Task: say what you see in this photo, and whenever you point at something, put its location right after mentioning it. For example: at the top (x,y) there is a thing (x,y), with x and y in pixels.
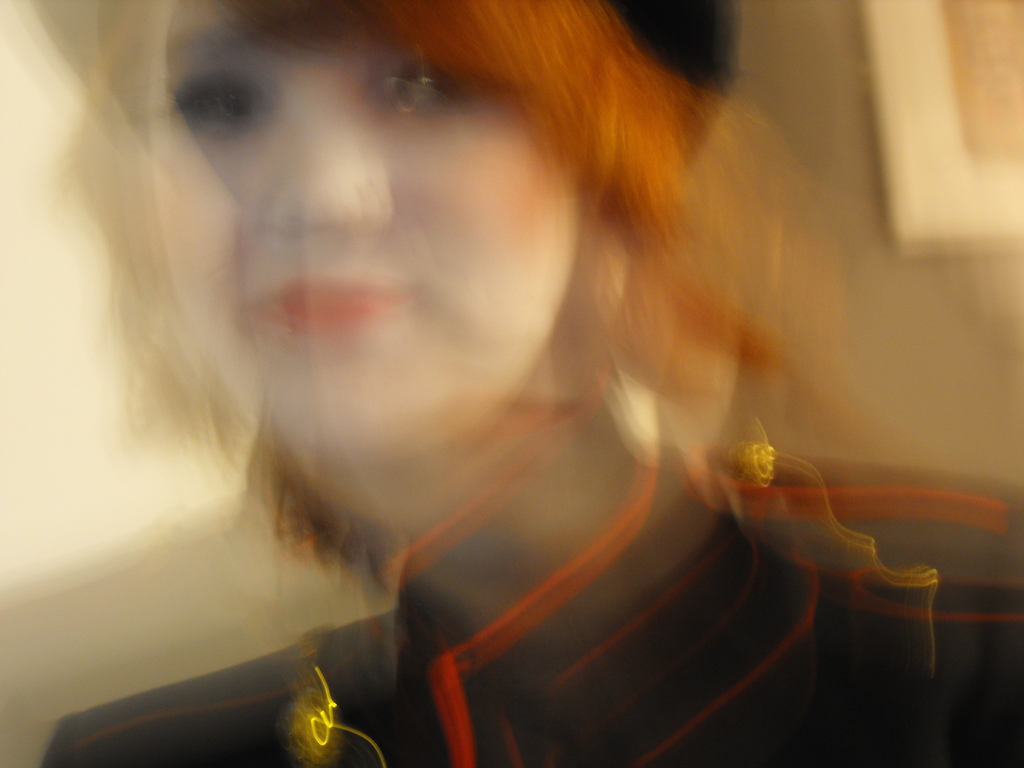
The picture is blurred. In this picture there is a woman (367,559).
